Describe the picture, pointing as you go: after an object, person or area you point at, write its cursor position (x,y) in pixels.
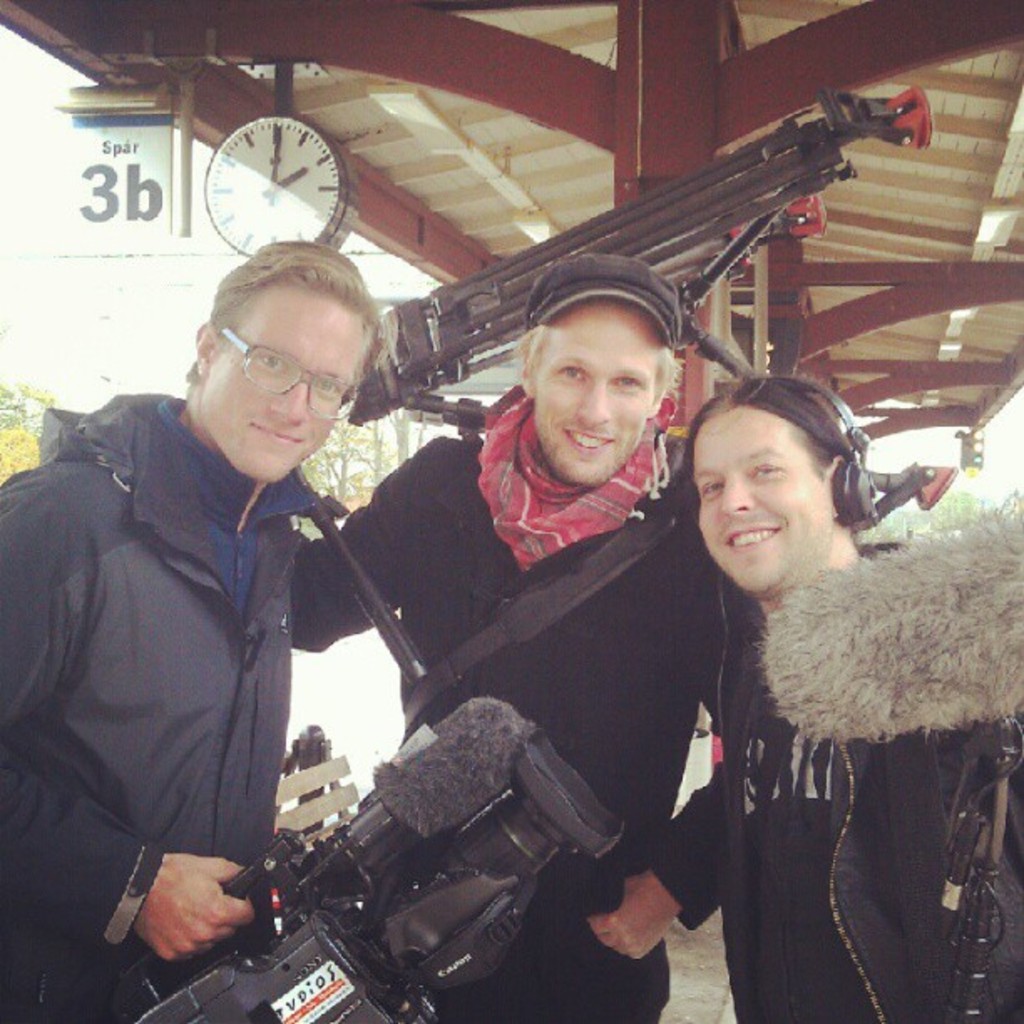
In the image we can see there are people (638,716) standing and wearing clothes (598,643). This person (199,604) is wearing spectacles (268,362) and holding a video camera (383,913) in his hand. This is a cap (574,288), headsets (853,501), clock (283,161), tree (33,461) and a footpath (704,962).
